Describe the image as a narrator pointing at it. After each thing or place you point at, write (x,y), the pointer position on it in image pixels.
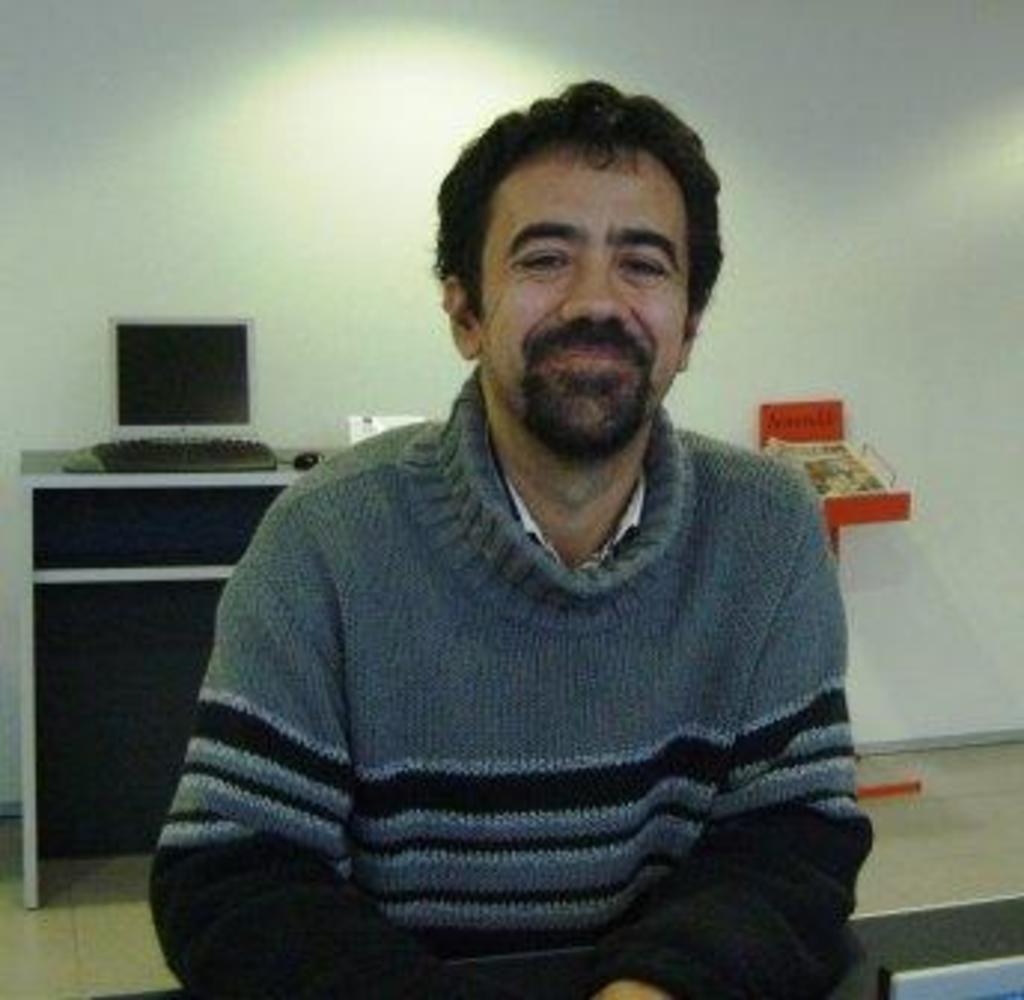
In this image a person (462,682) is wearing a sweater (512,684). Behind him there is a table (196,472) having a monitor (200,410), keyboard (244,463), mouse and few objects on it. Background (105,243) there is a wall (300,198).
